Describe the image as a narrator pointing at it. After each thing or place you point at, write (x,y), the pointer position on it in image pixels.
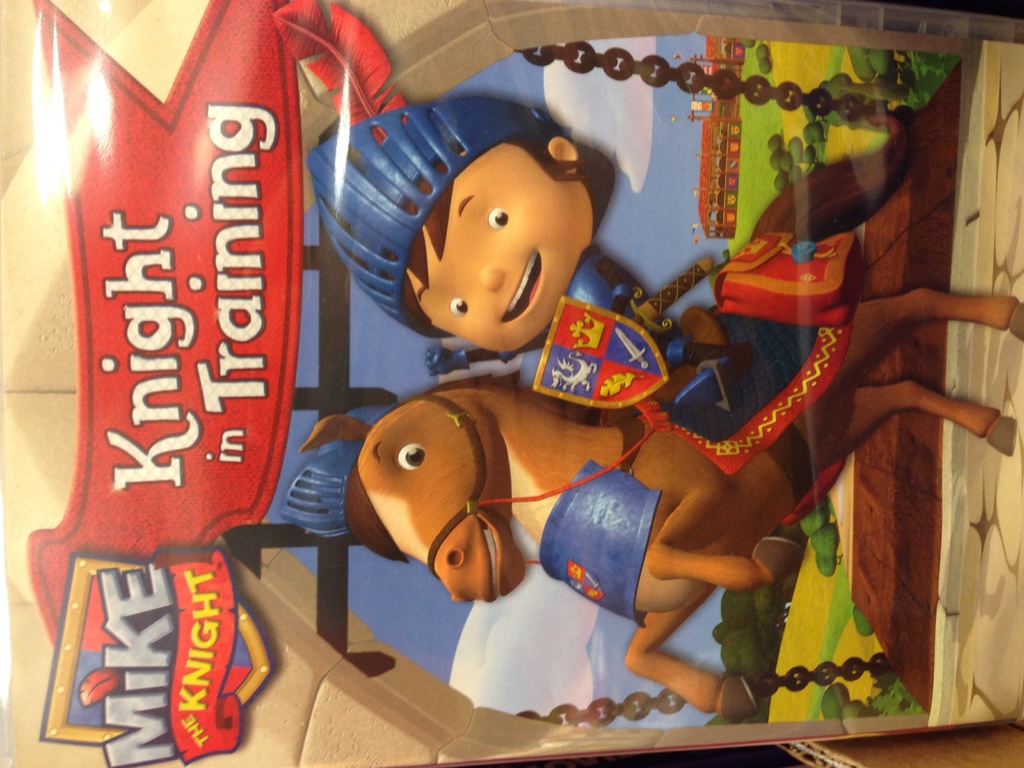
In this picture there is a board (772,539). On the board (805,563) there is a picture (505,323) of a boy (493,345) sitting on the horse (657,518) and he is holding the shield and sword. At the back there is a building (733,122) and at the top (617,201) there is sky (626,219) and there are clouds (643,88). At the bottom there is grass (744,156) and there are plants (796,173). At the top of the board (182,453) there is a text (115,437).
